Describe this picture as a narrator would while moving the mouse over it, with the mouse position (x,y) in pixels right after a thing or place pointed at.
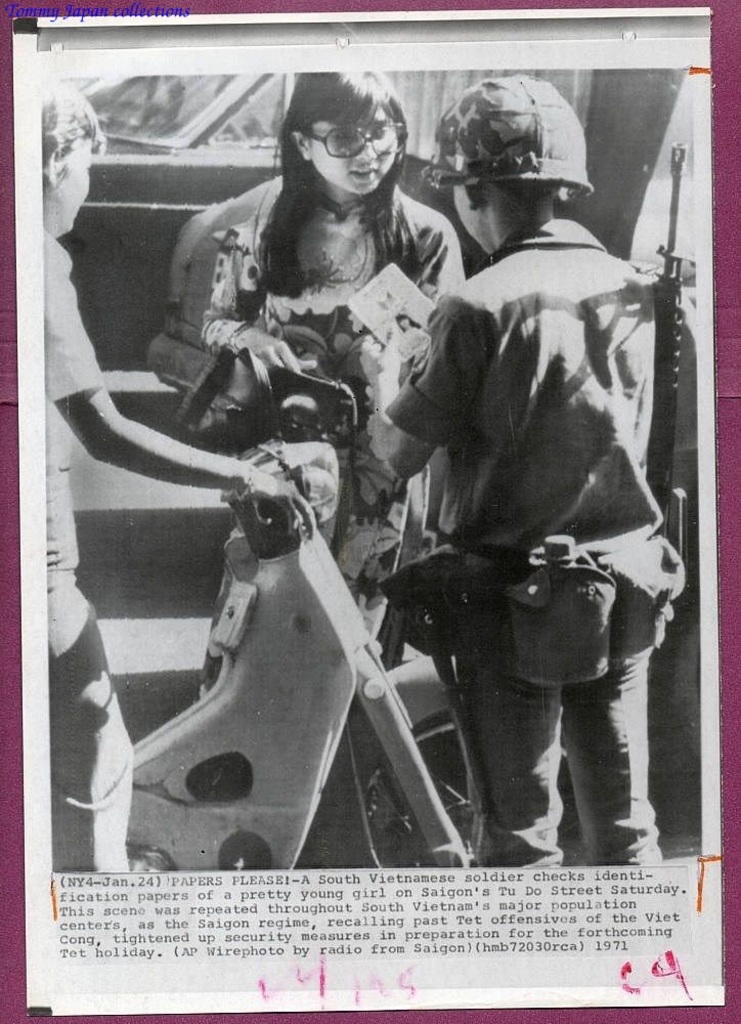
The picture is a newspaper column. In the center of the picture (317,420) there are three people (361,279), a bike (263,626) and vehicles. At the bottom (365,898) there is text (291,894).
